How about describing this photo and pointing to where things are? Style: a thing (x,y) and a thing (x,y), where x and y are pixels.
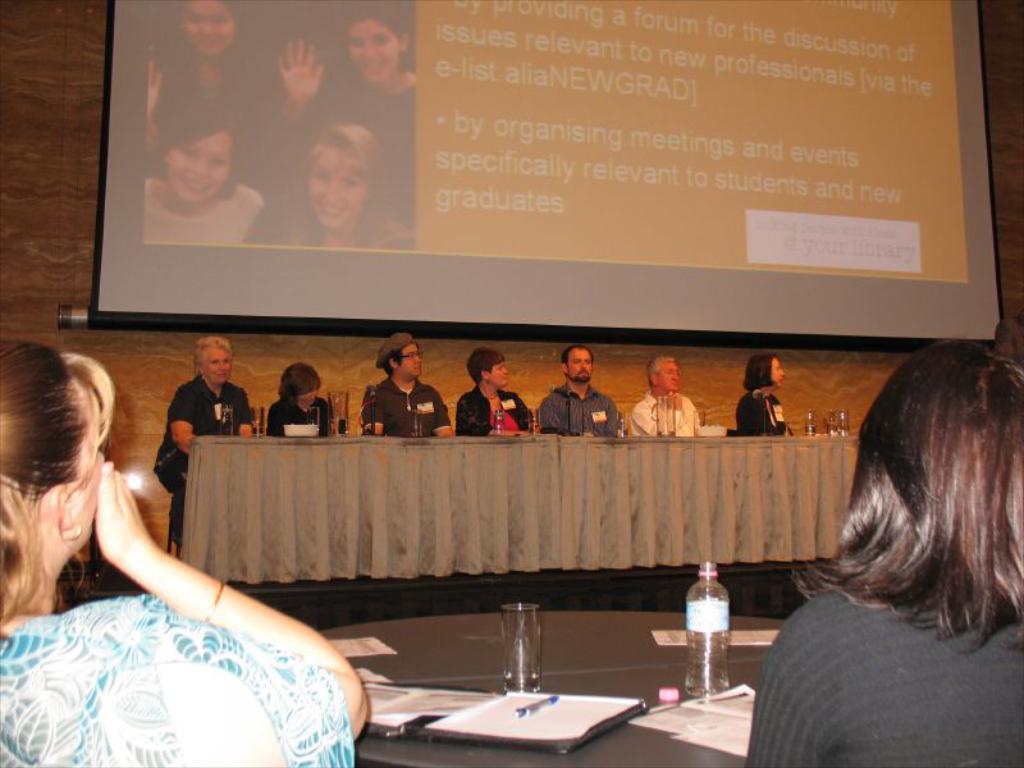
Few persons (214,380) are sitting at the middle of the image (568,511) before a table (494,491) having some glasses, microphones (562,388) on it. At the top of the image (865,254) there is a screen (763,230) which is displayed with picture (386,219) and some text (762,151). At the right side (1023,485) a woman (1019,661) is wearing a black shirt (853,722). Left side (199,706) there is a woman (31,566) wearing a blue dress (59,630). Before them there is a table (374,739) having some papers (549,713), pen (535,701), bottle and glass (512,683).
